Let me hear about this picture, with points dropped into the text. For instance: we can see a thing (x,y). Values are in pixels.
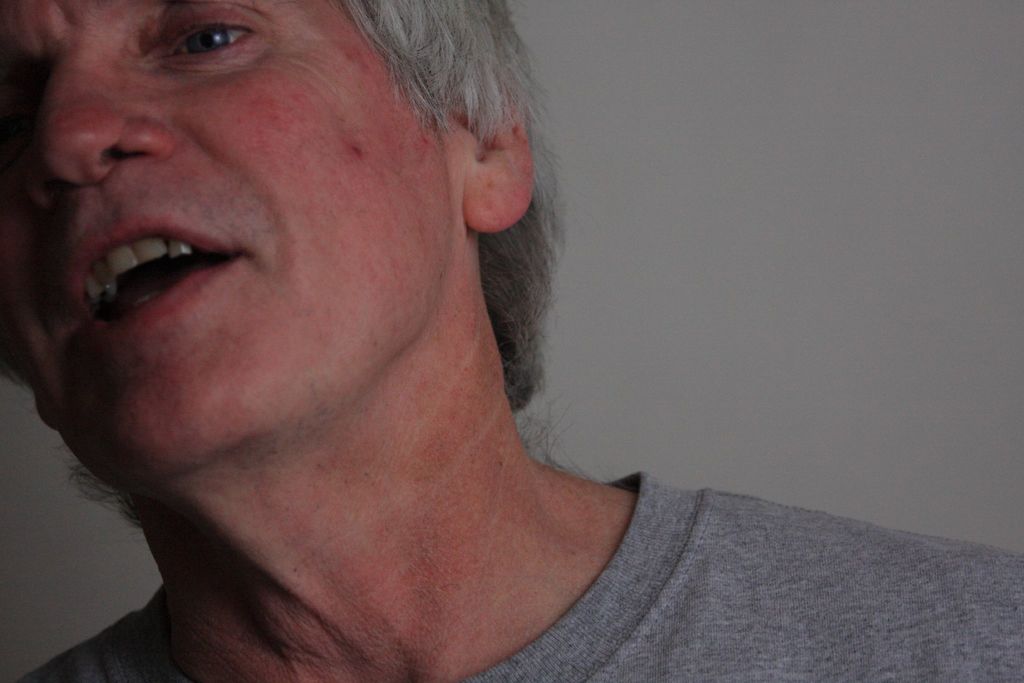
In this image we can see a person (318,419) with gray hair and some part of the head (182,35) has been truncated.
